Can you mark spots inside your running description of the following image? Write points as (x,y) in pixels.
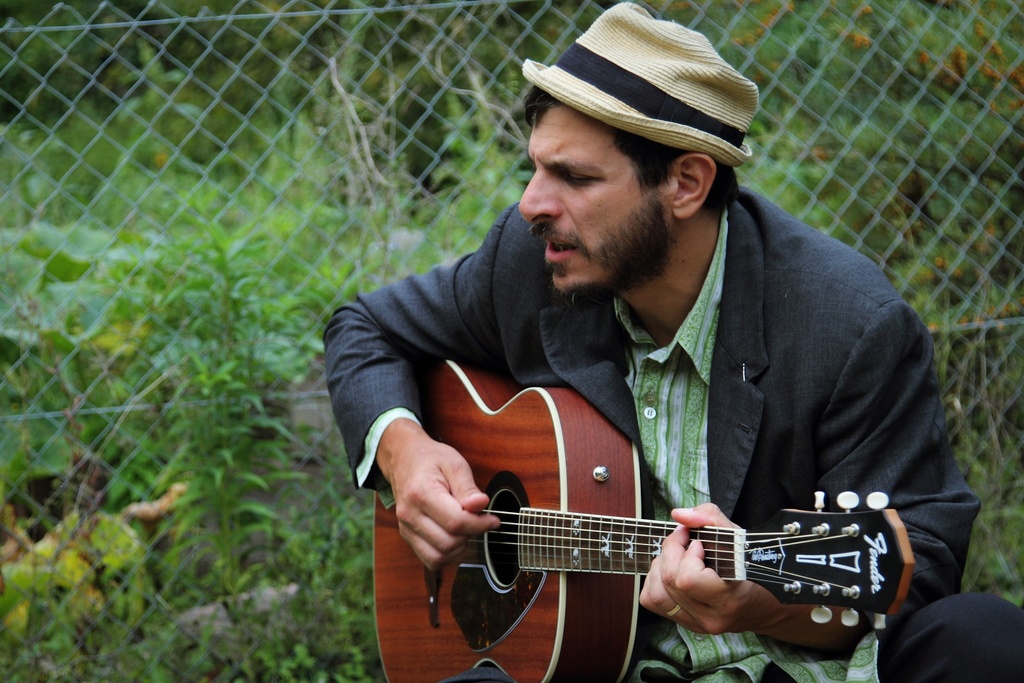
In this image I can see a man (734,243) is holding a guitar (490,650) and also he is wearing a hat (707,144). In the background (127,285) I can see grass (183,386) and fence (283,109).
